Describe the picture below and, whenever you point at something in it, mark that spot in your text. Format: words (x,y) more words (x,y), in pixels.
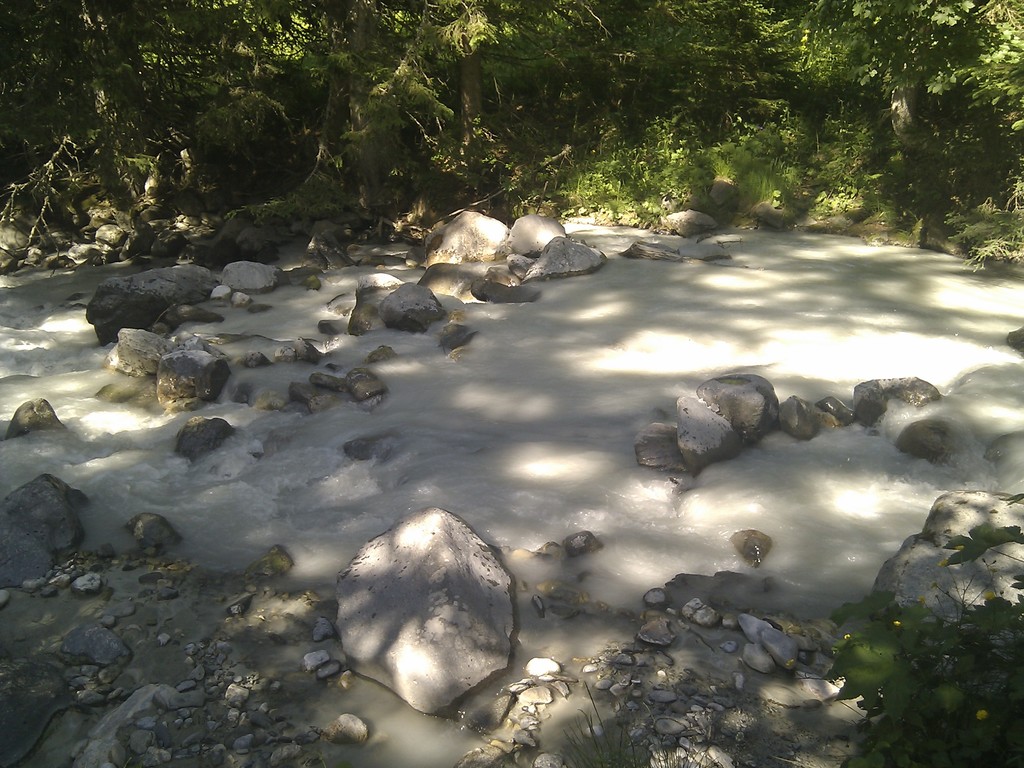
This is the picture of a place where we have water (716,512) on the rocks (864,381) and around there are some rocks (510,248), plants (967,118) and trees (533,55).
